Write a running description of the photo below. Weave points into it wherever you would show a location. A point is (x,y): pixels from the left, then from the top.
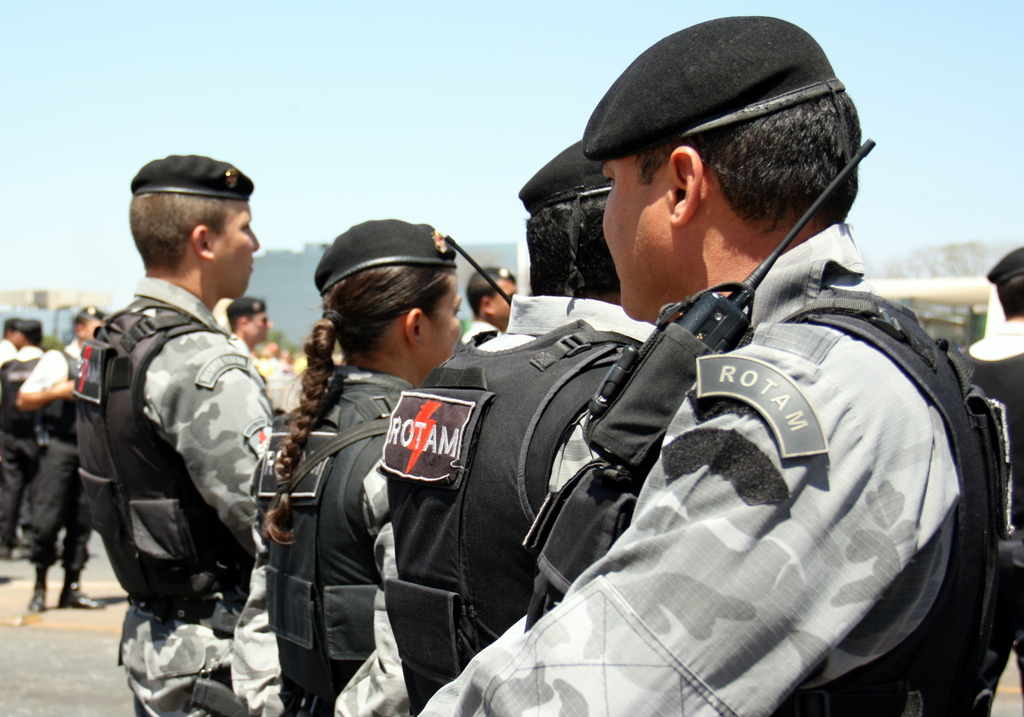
In the center of the image (522,380) we can see persons (337,420) standing on the road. In the background (25,299) we can see persons (23,463), trees (943,268), building (948,277), and sky (345,105).
